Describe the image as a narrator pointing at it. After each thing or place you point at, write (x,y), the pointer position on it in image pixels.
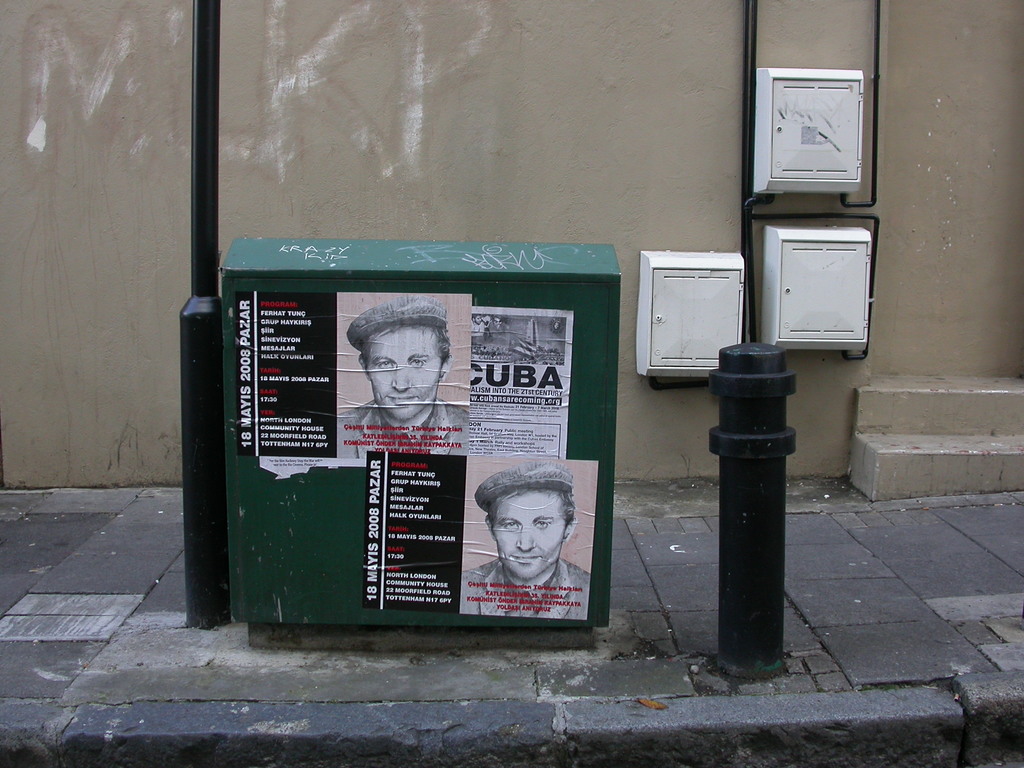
There are posters (403,497) that are attached to the green color box (341,518). On the right side (822,376) it is the pole (727,449) and this is the wall (461,148).
